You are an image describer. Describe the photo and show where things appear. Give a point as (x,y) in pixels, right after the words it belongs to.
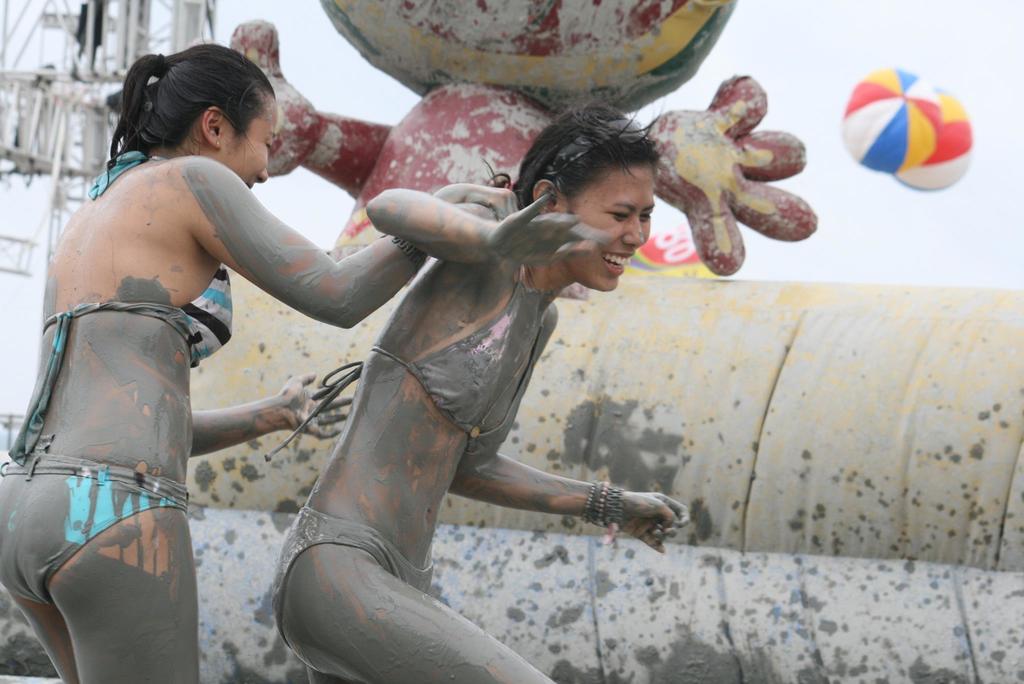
In the image there are two ladies (140,667). Behind them there is a wall (675,442). Behind the wall (640,453) there is a statue (462,56). And also there is tower (138,41). In the background (895,110) there is a ball (945,180).
